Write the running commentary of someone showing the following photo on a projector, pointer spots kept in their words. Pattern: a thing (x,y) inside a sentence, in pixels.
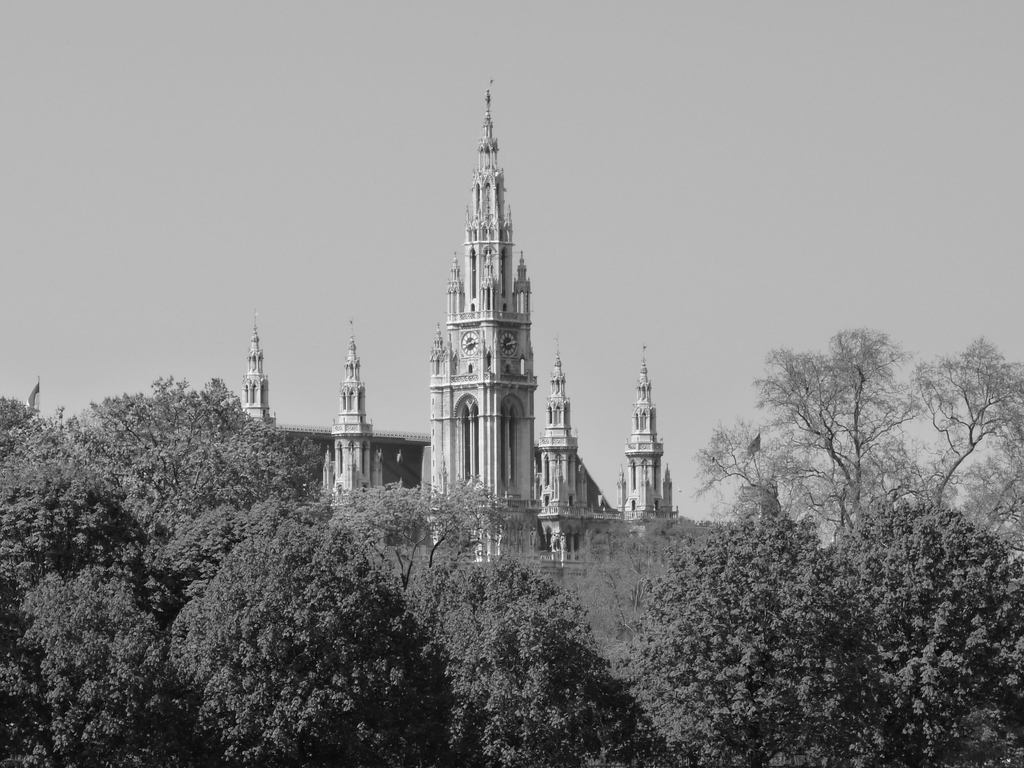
This is a black and white image. At the bottom of the image (365,565) there are trees (359,606). Behind the trees (282,438) there are buildings (445,477) with pillars (482,473), walls (487,407), poles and also there is a clock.
